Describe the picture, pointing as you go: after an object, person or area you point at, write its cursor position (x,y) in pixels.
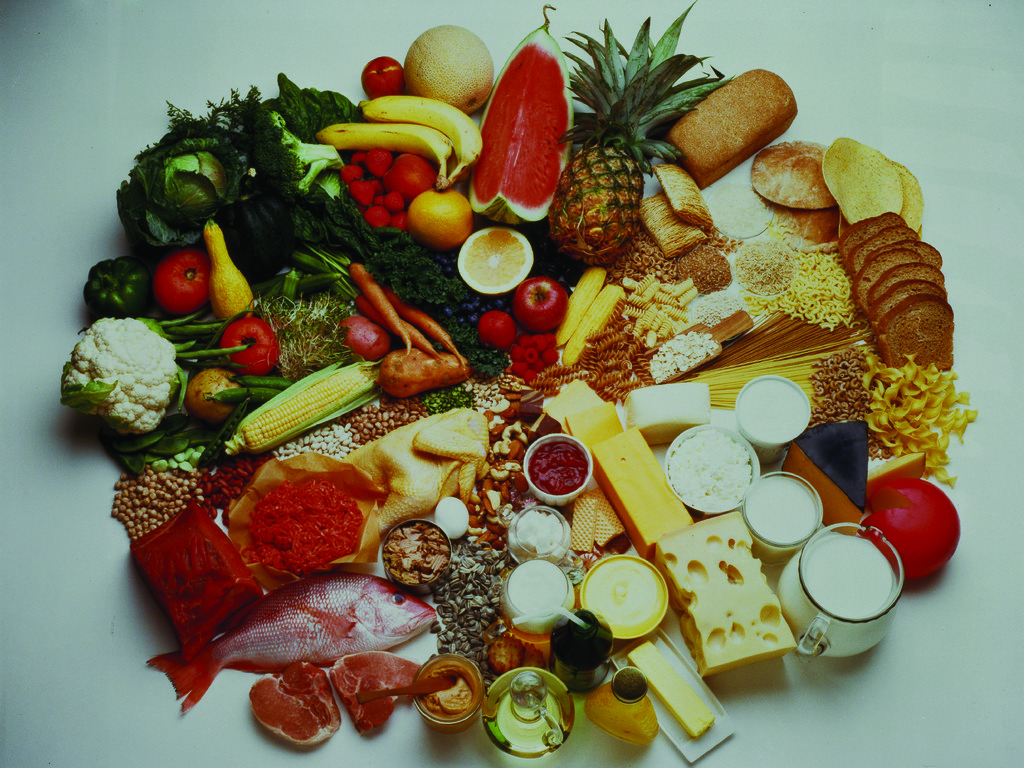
In this picture, we can see some food items (417,404) kept on the white surface (797,753).
